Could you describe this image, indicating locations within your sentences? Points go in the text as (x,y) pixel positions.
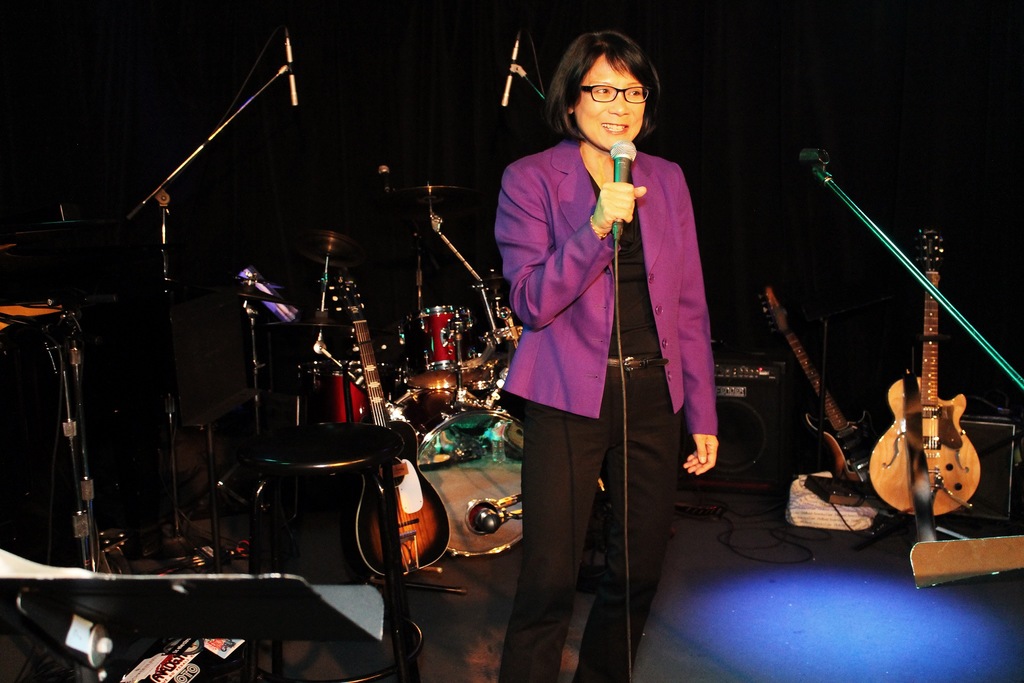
As we can see in the image there is a woman (637,476) standing on stage (580,625) and holding mike (629,169) in her hand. On the left (341,309) there are drums (489,354) and a guitar (341,309). On the right (852,440) there are two guitars (854,463).
